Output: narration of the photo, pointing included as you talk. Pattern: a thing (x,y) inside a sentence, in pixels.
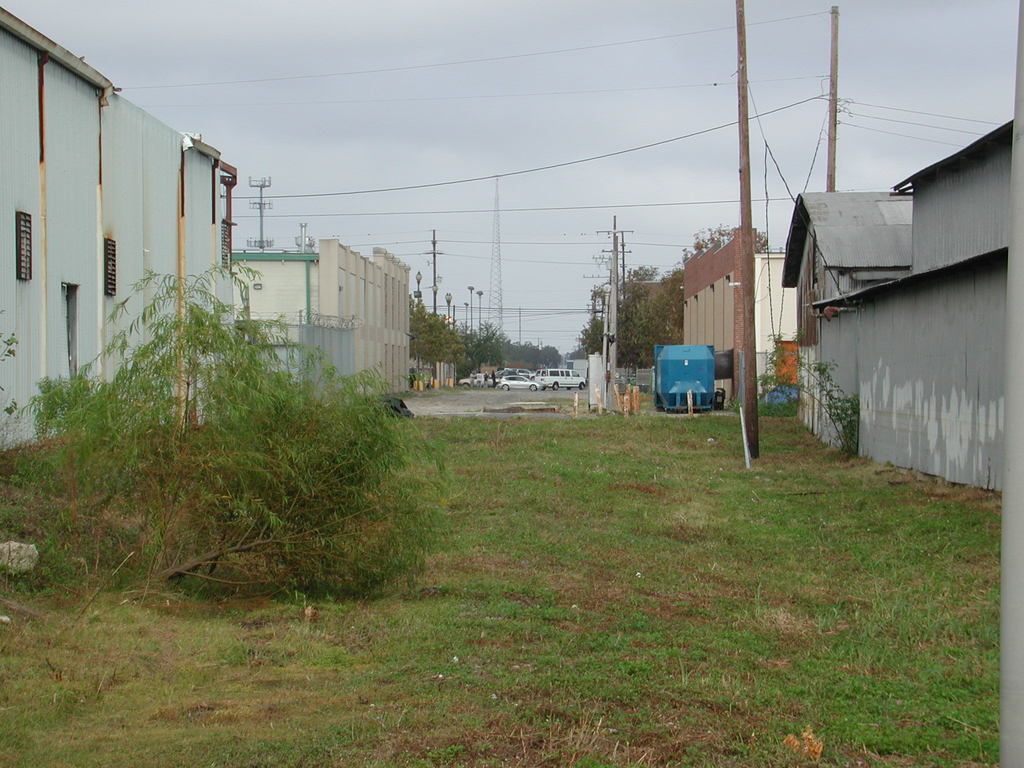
In this image few plants (404,461) are on the grassland (609,647) having poles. There are few poles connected with wires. Few vehicles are on the road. Background (458,358) there are few buildings (938,408) and trees (648,302). Top of the image (401,112) there is sky (396,91).
